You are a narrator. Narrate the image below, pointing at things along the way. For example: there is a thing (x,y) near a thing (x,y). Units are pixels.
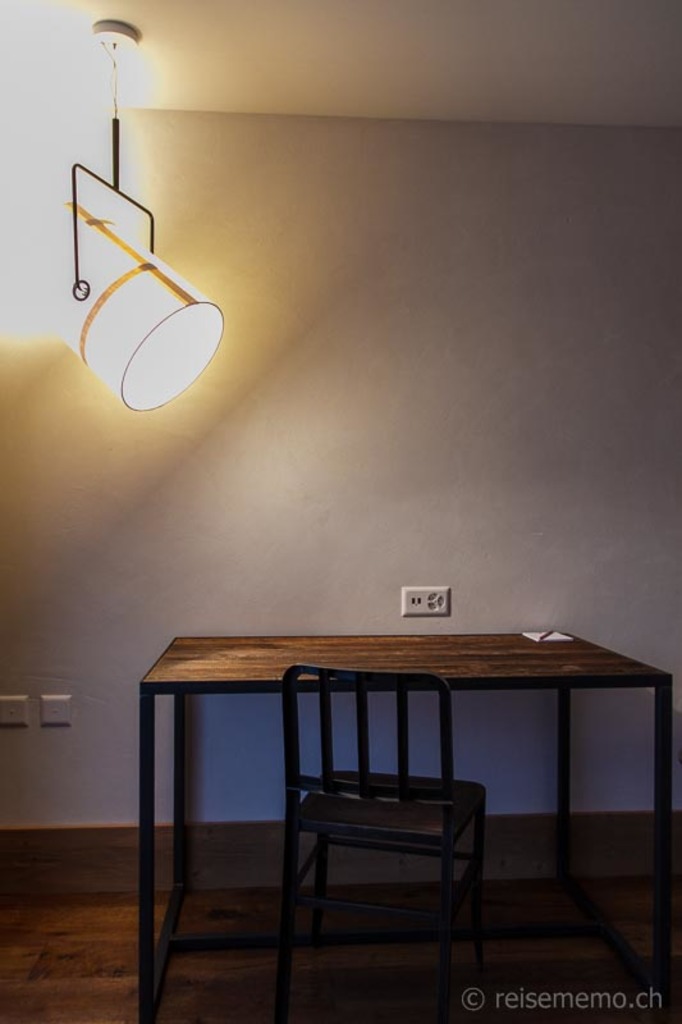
In this image we can see there is a table (230,683), on the table (538,684) there is an object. And there is a chair (400,693). And at the top (216,327) there is a light (95,309). At the back (330,382) there is a wall (369,583) with switch board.
